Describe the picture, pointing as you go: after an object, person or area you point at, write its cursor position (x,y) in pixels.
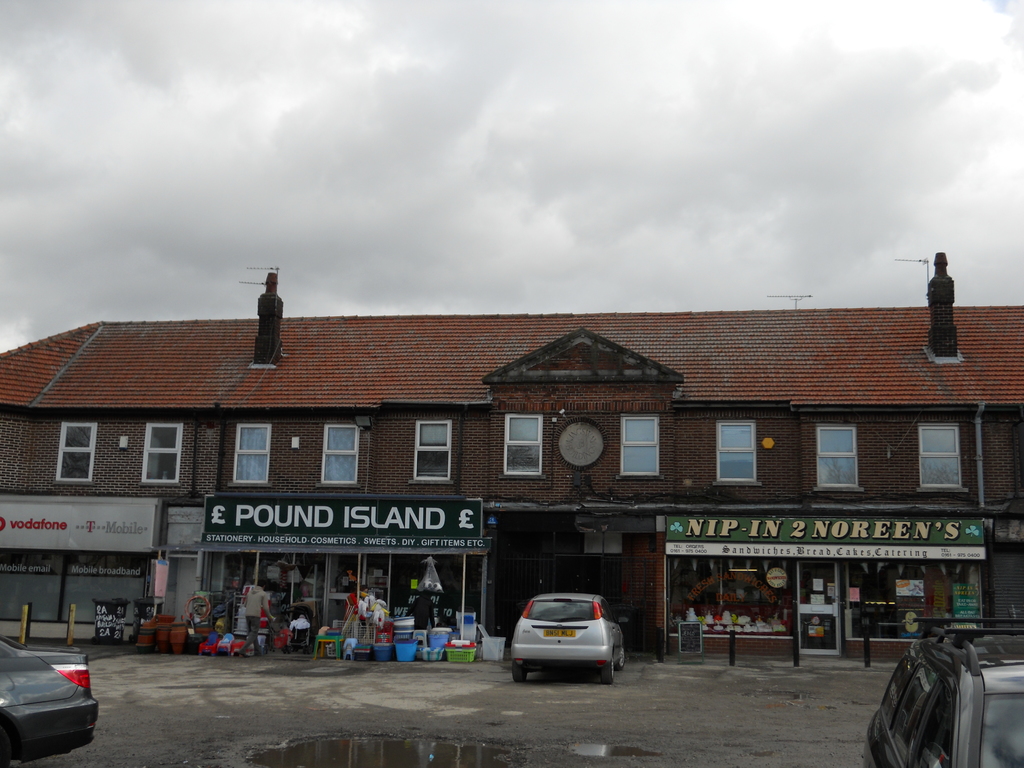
In the center of the image (598,388), we can see a building (769,603) and there are boards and we can see some stores (461,590) with many objects (467,653) and there is a railing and some poles (23,630) and there are vehicles (525,637) on the road (766,758) and we can see some water (421,742). At the top (535,165), there is sky (384,160).
